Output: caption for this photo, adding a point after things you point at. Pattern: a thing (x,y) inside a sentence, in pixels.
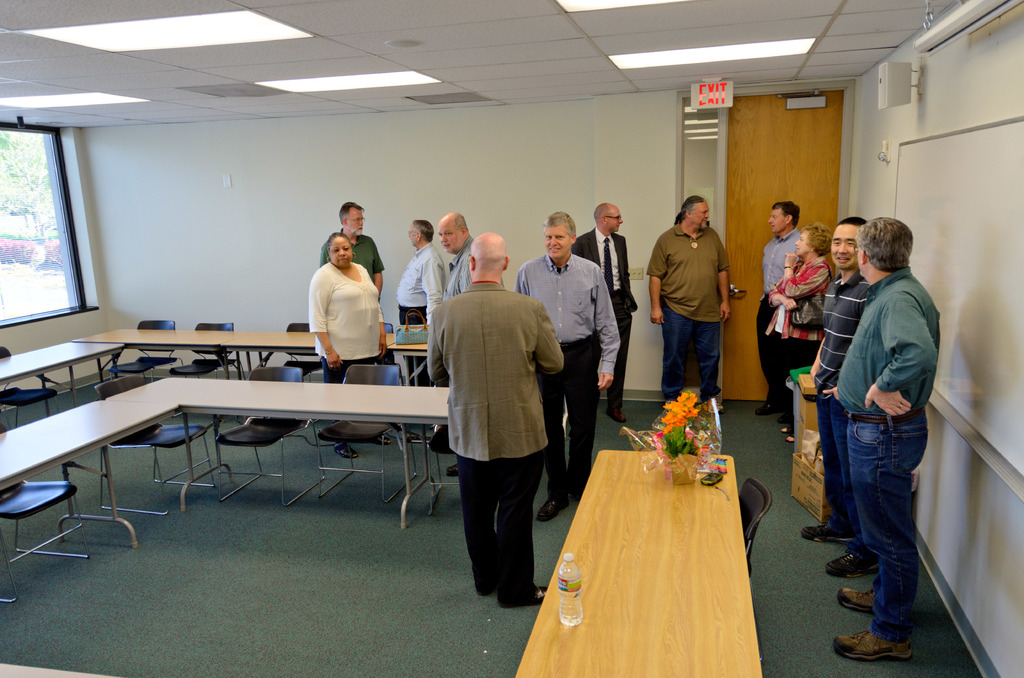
In the image, there are many people (483,341). To the right (876,354) there are two men (853,364) talking with each other. In the middle (669,438) there is a table (677,597) on that there is bottle (577,575) and flower vase (680,449). To the left (178,435) there are many empty chairs (125,384) and table (180,408). To the left (35,236) there is a window (22,258).
